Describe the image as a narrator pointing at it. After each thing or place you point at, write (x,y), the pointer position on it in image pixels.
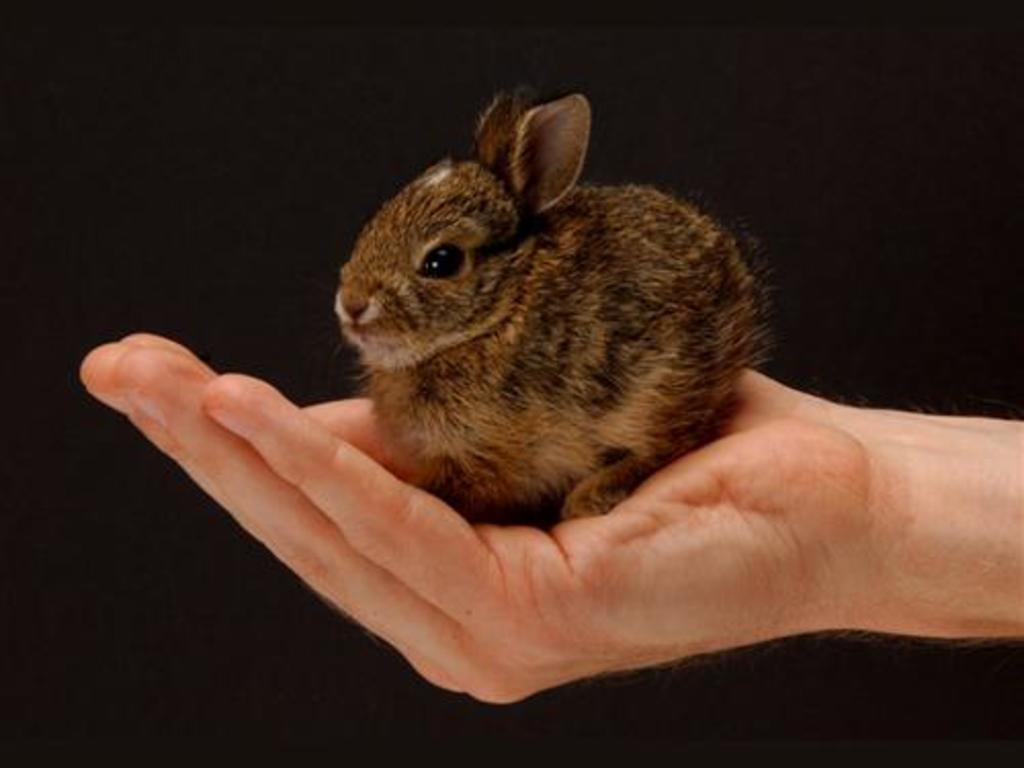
We can see rabbit (429,449) on hand (384,508).
